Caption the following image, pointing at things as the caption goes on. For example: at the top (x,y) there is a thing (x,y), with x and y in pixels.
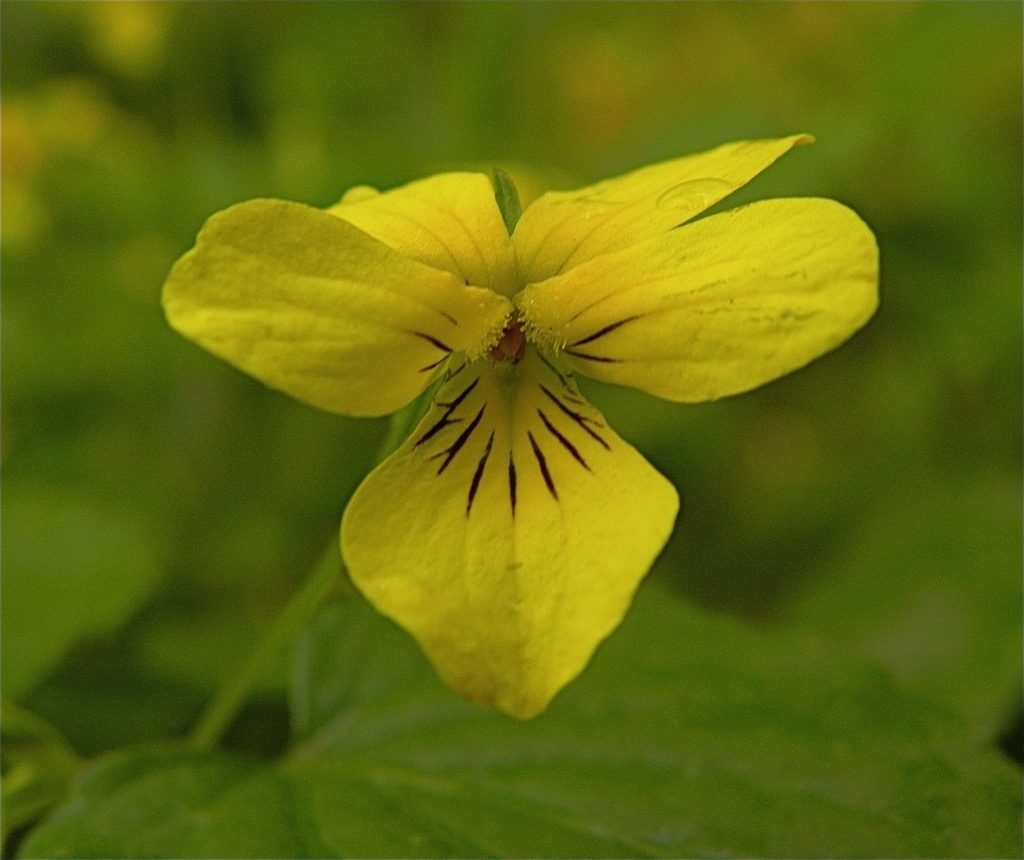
There is a yellow color flower (488,324) with some black stripes (447,457) on that. In the background (134,267) it is green and blurred.
